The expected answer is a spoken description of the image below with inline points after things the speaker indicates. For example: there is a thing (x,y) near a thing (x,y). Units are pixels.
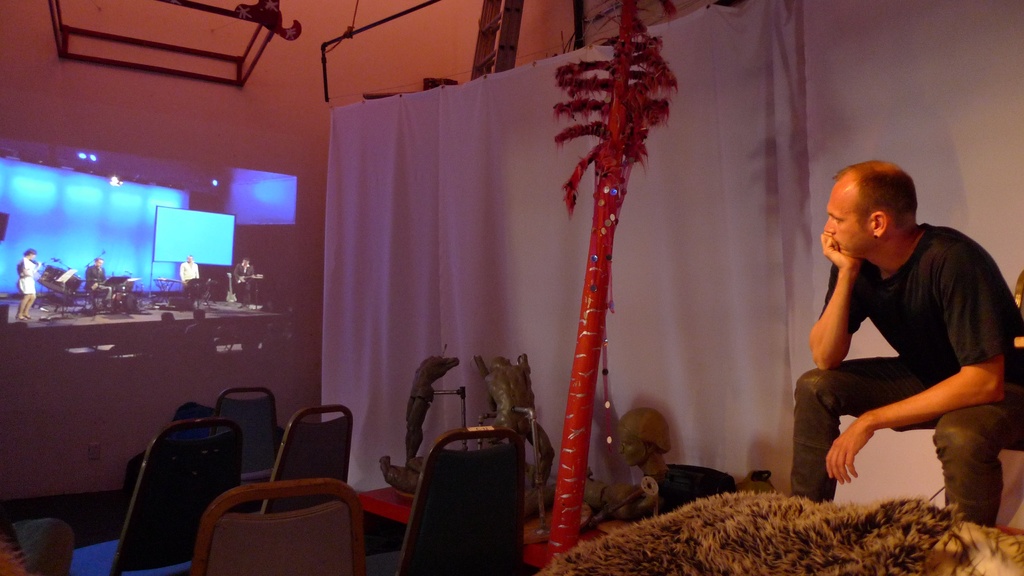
This is an inside view. On the right side (903,347) there is a man (852,222) sitting and looking at the screen (232,284) which is on the left side (126,280). On the screen (110,296), I can see few people (88,291) are playing some musical instrument (122,288) on the stage (181,297). At the bottom (214,472) there are few empty chairs (291,517) and few objects (580,492). At the back of this man (930,333) there is a white color curtain (676,226). In the background (364,68) there is a wall (384,54).
